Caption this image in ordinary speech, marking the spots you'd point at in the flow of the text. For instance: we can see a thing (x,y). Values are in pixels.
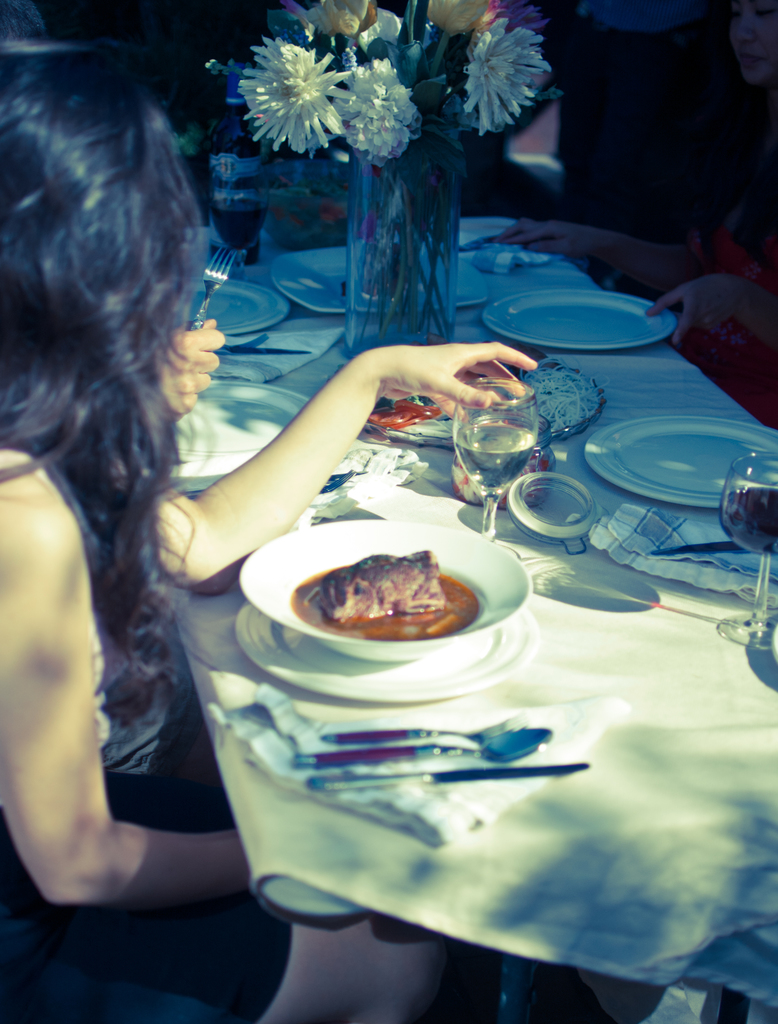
In this picture there is a lady (162,340) who is sitting in front of the table (443,707) on which there are some things (513,718) placed on it.
